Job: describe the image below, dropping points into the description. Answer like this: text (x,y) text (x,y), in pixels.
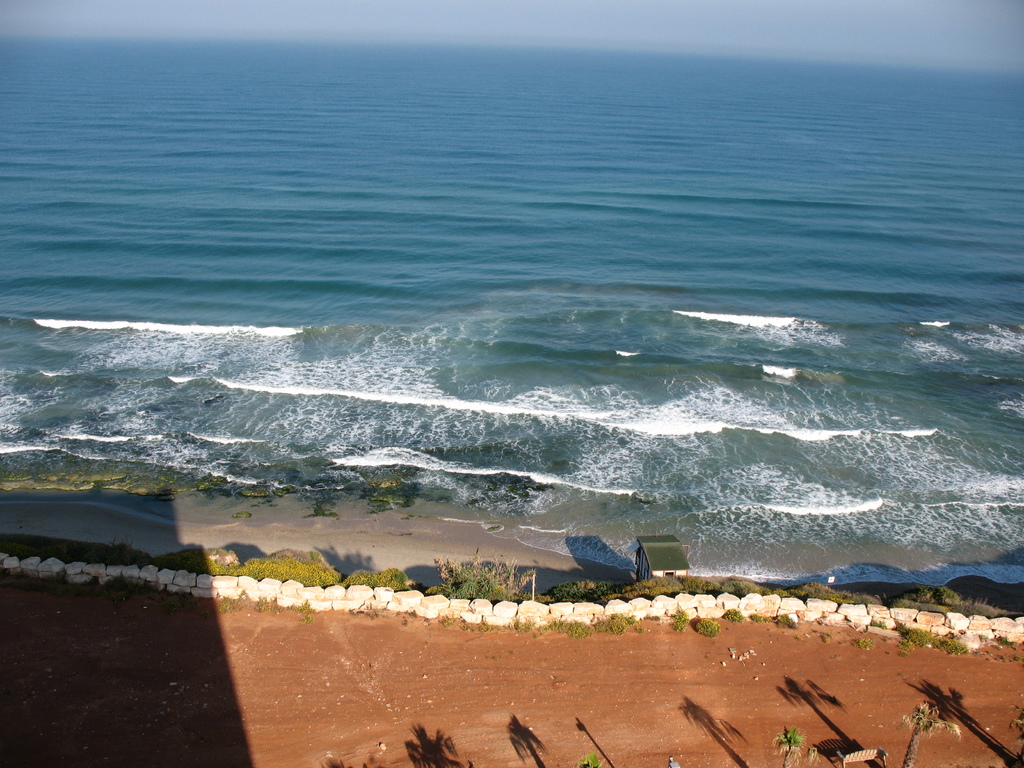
In this picture we can see trees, stone wall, water (619,225) and we can see sky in the background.
